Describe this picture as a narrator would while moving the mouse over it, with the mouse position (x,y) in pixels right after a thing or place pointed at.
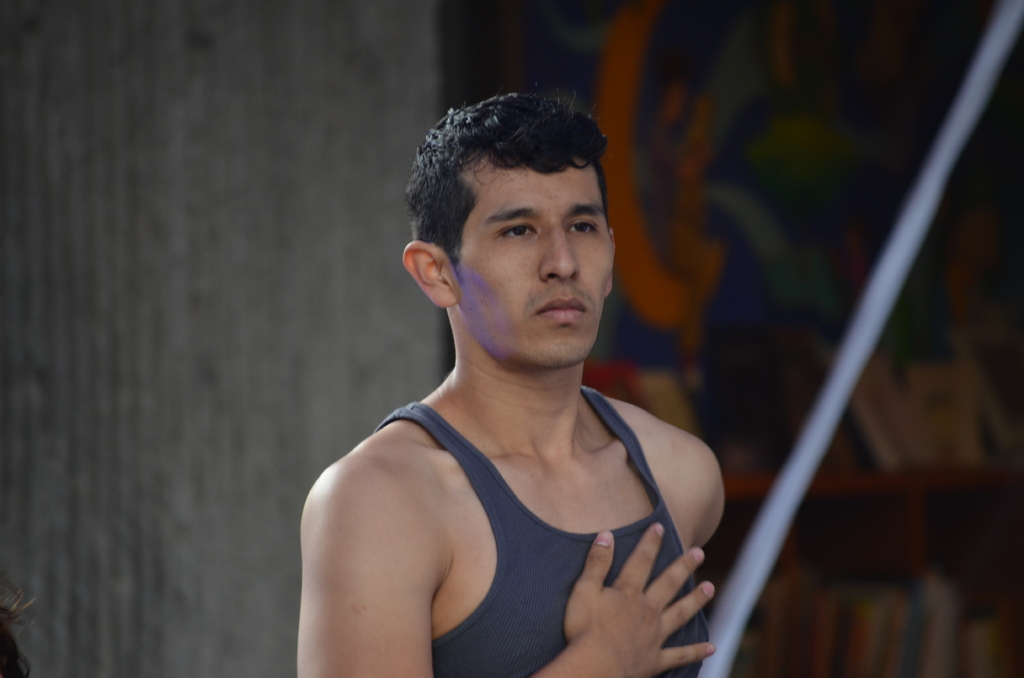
In this image I can see a man (611,602) is keeping his hand (594,638) on his chest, he wore grey color cloth (546,590).
